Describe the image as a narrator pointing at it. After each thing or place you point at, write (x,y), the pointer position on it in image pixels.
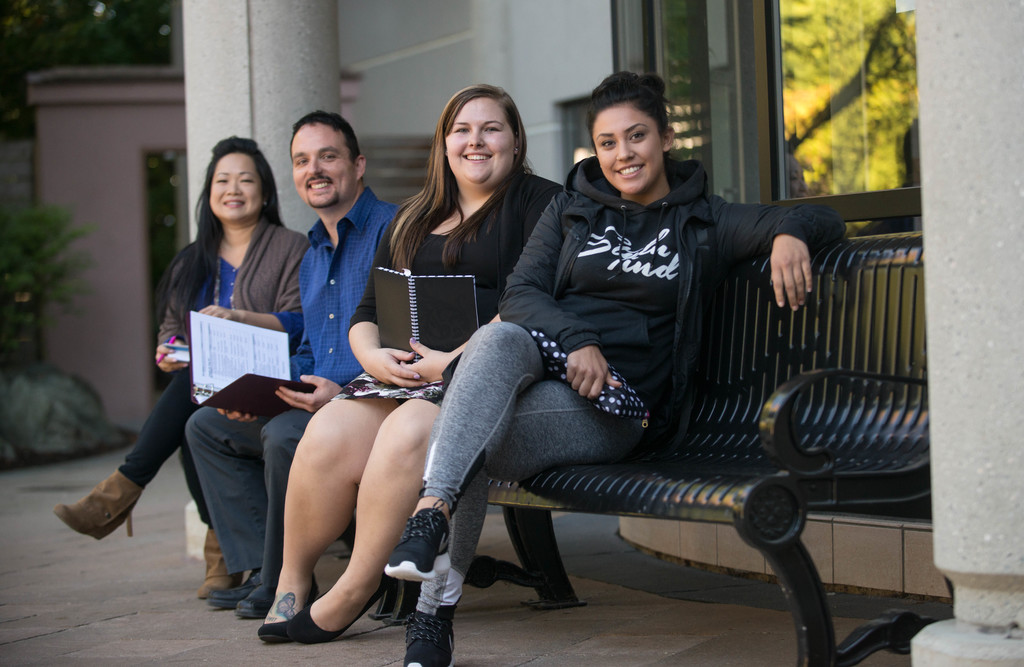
In this image there is a group of people (345,341) sitting on the bench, holding books (390,344) and a few other objects (300,383), there is a building (344,76), trees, and the reflection of trees (804,139) in the window (755,187).
